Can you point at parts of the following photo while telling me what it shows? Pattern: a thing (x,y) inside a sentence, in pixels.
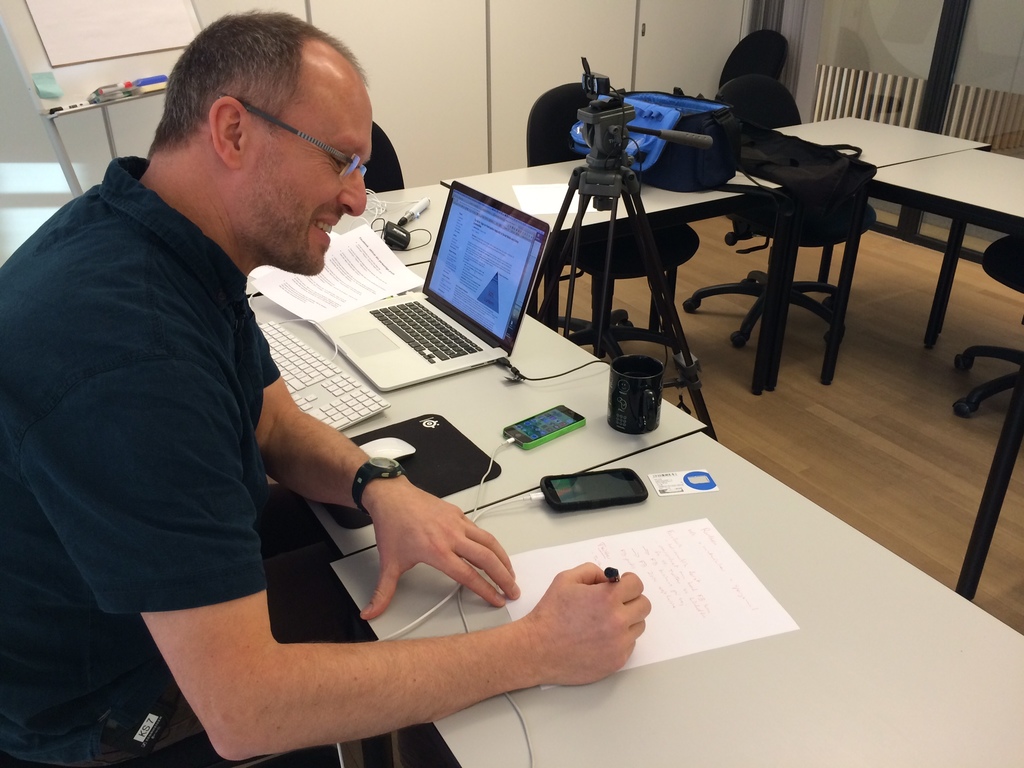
In this image we can see person (126,521) sitting at the table (787,685). On the table (528,389) we can see laptop (430,319), mobile phone (583,492), paper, pen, camera stand (587,185), chairs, tables (657,210) and cupboards (469,56).
